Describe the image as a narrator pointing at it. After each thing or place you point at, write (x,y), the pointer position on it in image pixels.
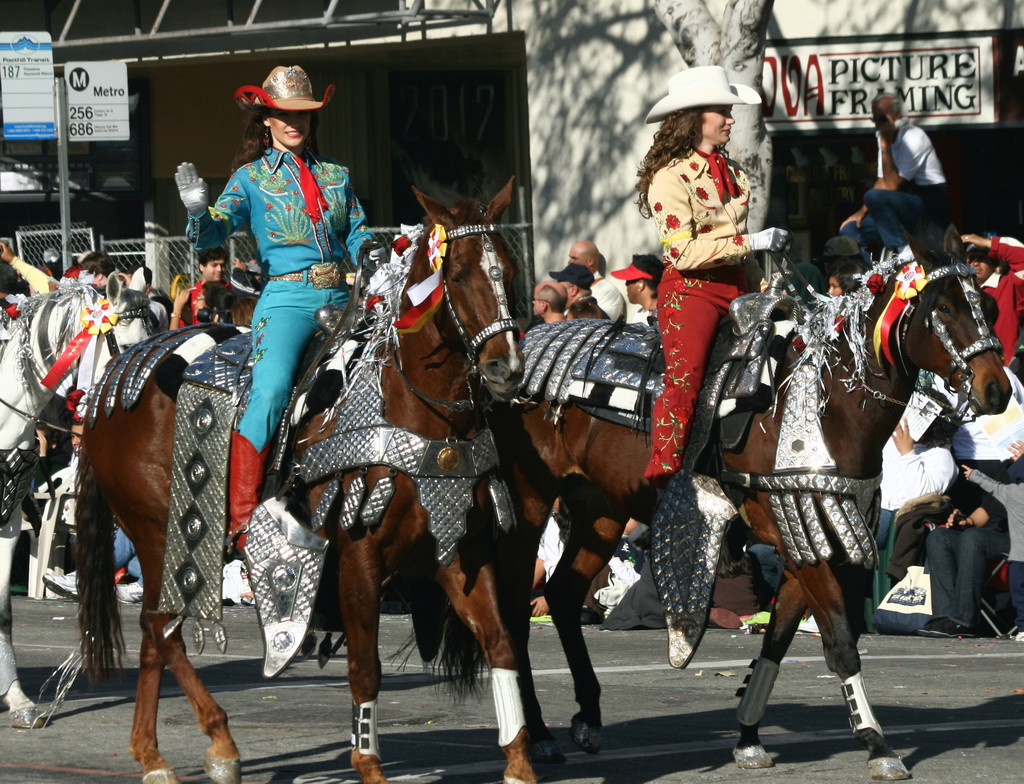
This is a picture taken in the out door, there are two women's (681,217) riding the horse (845,424) and the other people (545,286) were watching them and there is a sign board (25,99) and the two women (316,240) were wearing a hat (677,92).
